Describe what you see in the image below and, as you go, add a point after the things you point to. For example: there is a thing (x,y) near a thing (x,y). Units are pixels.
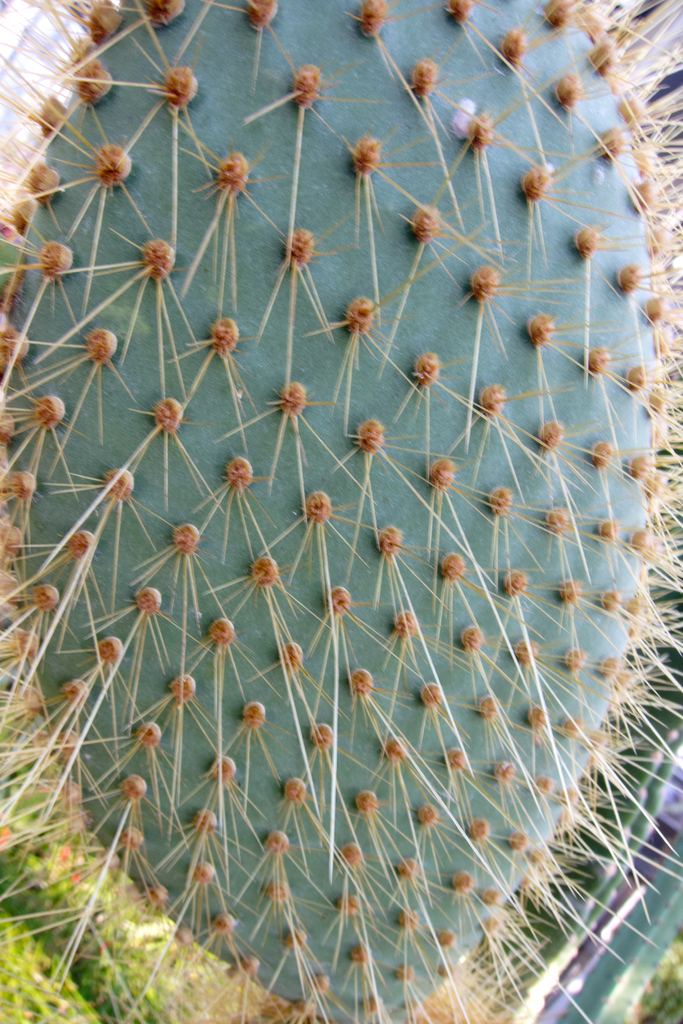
In this image there is a cactus plant (385,544).
